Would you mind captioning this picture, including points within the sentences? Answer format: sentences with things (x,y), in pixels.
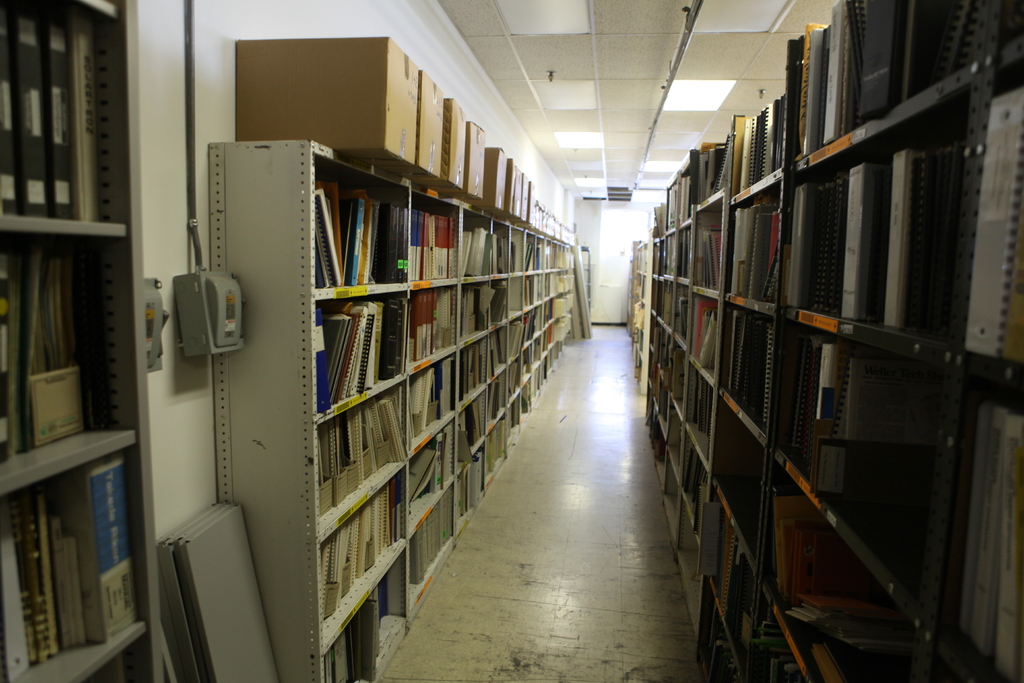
In this image we can see books (477,380) arranged in the racks (489,366) of cupboards (539,365), wooden planks (232,551) on the floor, electric boards (210,348), pipelines (685,47), cardboard cartons (359,132) and electric lights (678,89) to the roof (605,133).
